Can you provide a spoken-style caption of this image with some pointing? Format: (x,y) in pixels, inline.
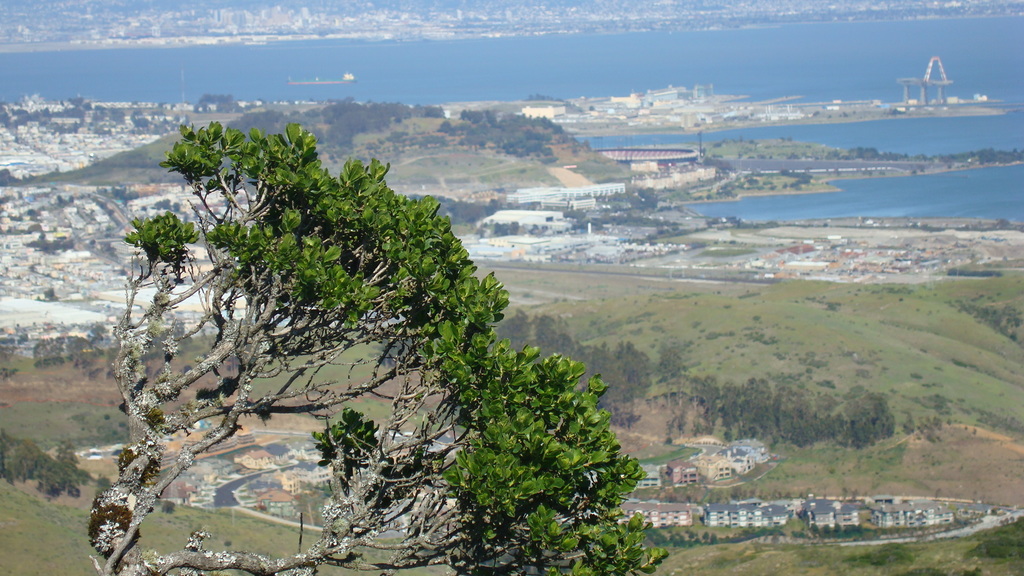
In the foreground of this picture (456,470), there is a tree (471,470). In the background (831,270), we can see the city (593,223) which includes buildings (737,519), roads (714,451), stadium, water (872,190), trees (724,385), mountains (608,302) and boat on the water (378,68).
